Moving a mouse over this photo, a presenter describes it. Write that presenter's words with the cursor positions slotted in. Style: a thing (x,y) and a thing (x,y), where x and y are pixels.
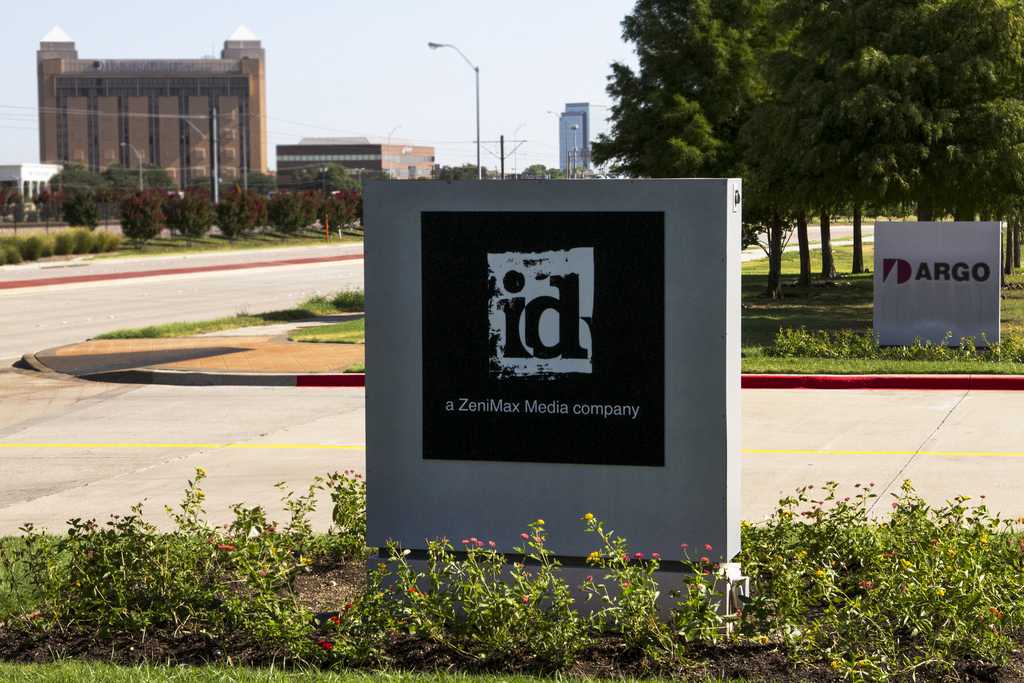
In this picture there is a board (613,355) in the center (557,382). On the board (536,375), there is some text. At the bottom (446,567), there are plants (563,621) and grass (216,675). Behind the board (384,473), there is a road (274,250). On either side of the road (311,273), there are plants (80,233) and grass (820,261). On the top left (167,109), there is a building (78,124).
